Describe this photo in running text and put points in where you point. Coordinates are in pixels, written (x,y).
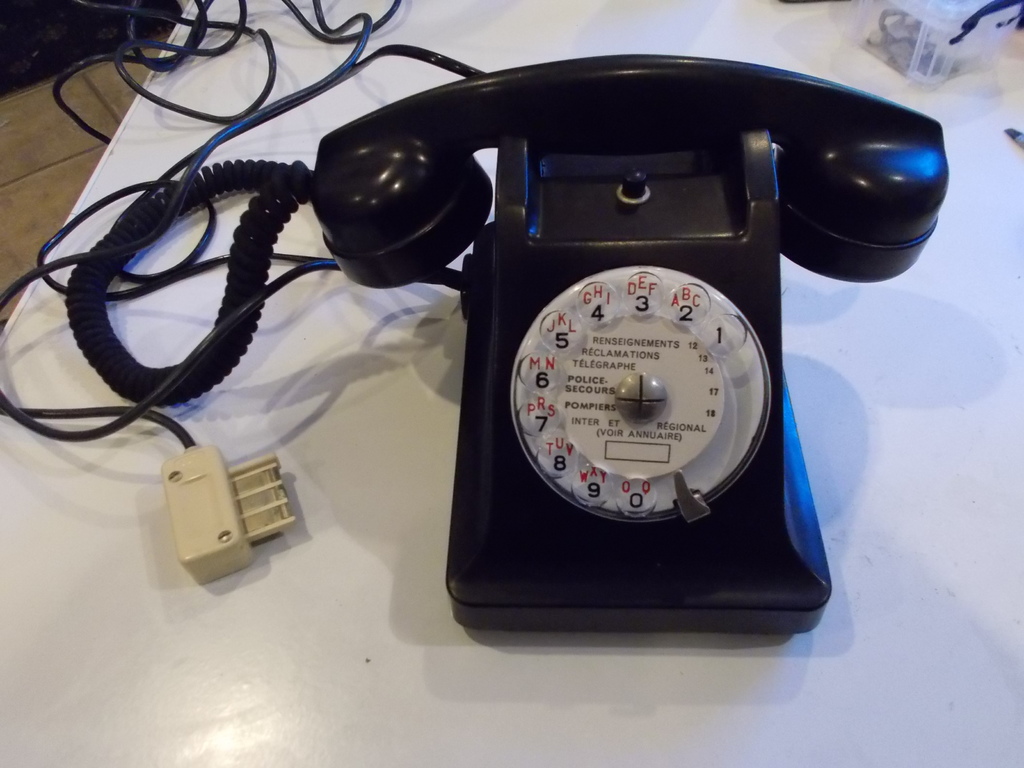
On this white table (983,413) there is a telephone (632,542), box (962,40), cables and things (1008,5).
